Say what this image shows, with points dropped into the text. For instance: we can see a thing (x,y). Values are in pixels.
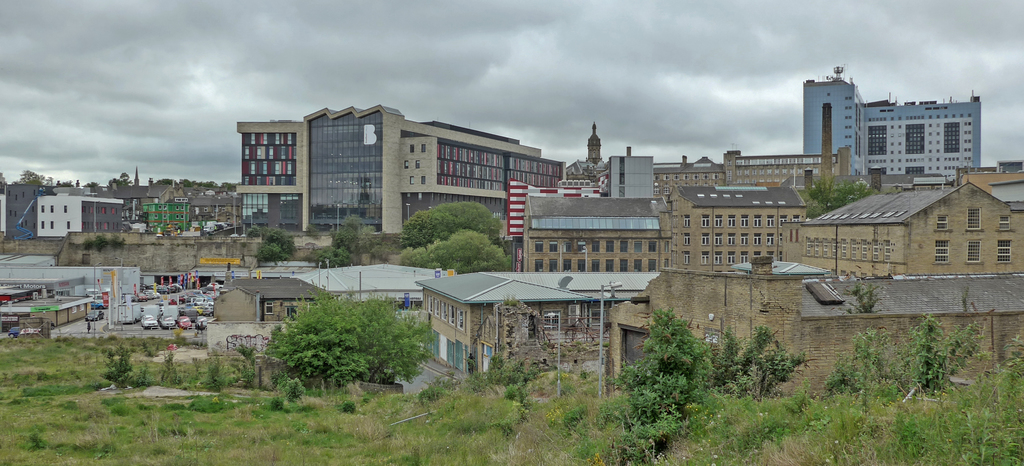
In this image, I can see the buildings (437,328), vehicles (205,297), trees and plants (158,408). In the background (190,91), there is the sky (706,56).
